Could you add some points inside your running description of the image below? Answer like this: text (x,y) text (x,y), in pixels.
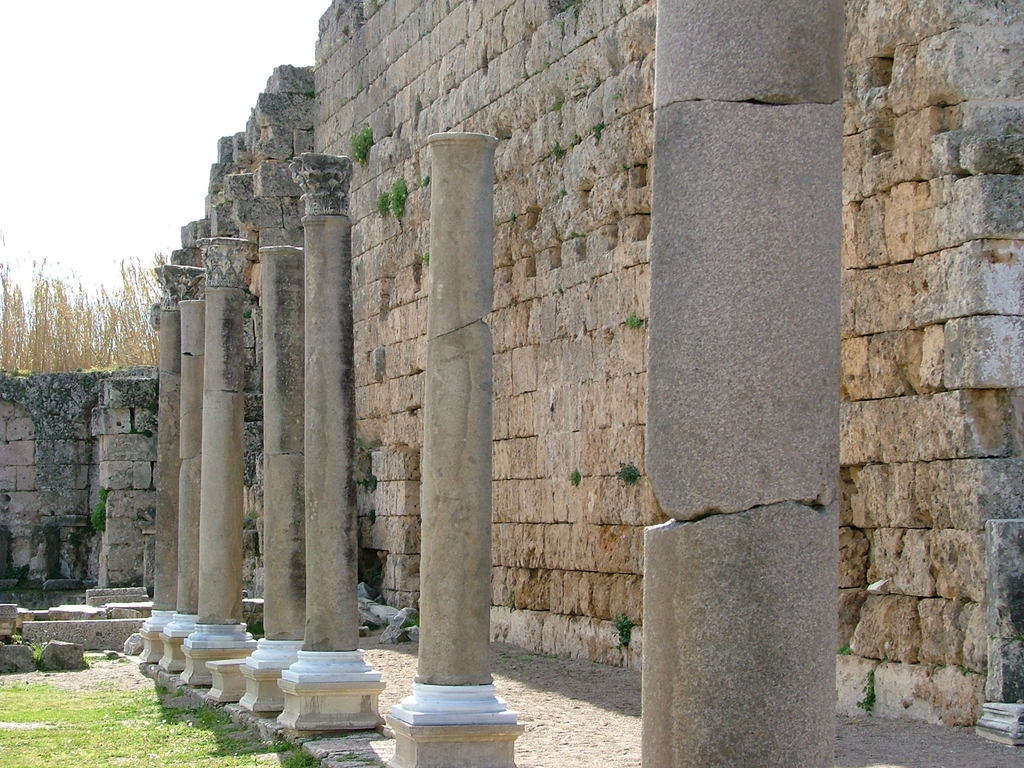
In this image we can see the column pillars (461,261), wall (592,459), trees (117,343), grass (92,691) and also the stones (132,630). We can also see the sky (191,142).
